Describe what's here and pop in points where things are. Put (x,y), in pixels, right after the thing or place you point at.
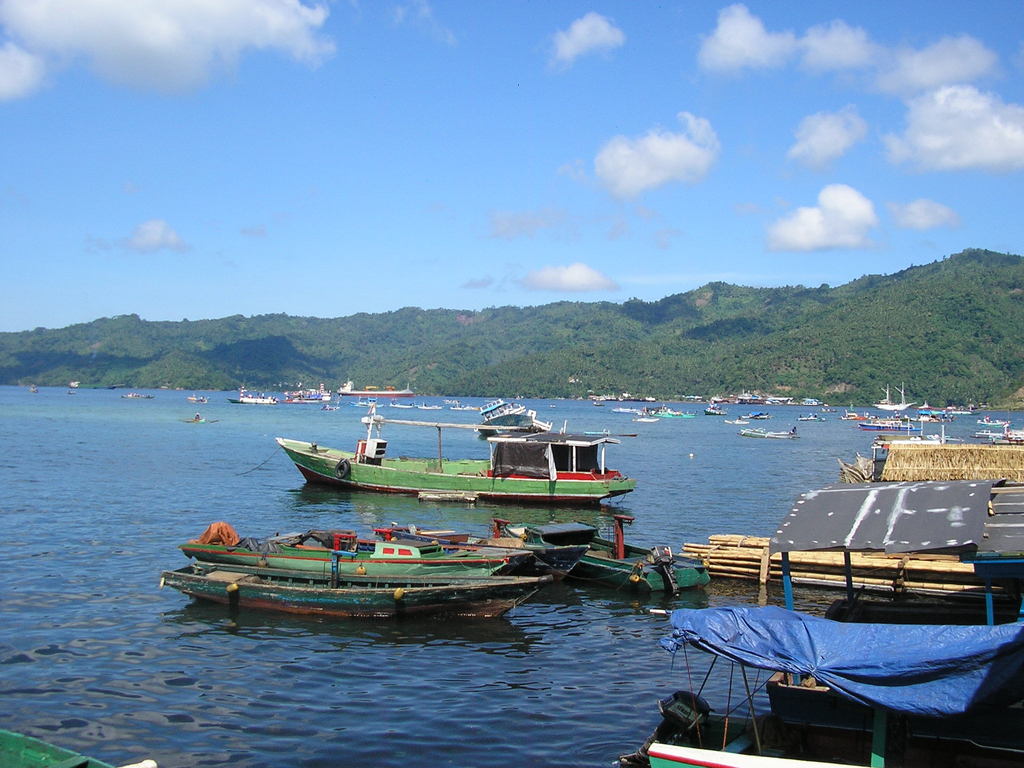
In this image, I can see the boats (235,562) on the water (551,606). In the background (204,380), there are hills (608,324) and the sky (512,199).
